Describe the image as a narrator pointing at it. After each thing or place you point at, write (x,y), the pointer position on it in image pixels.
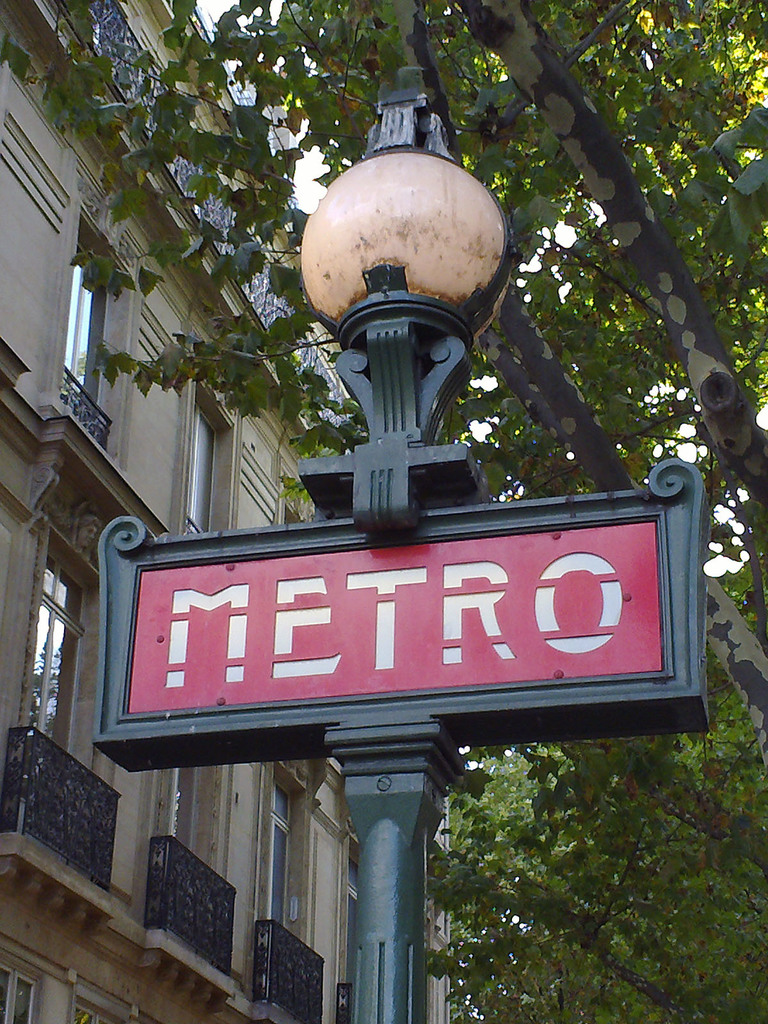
This picture is clicked outside. In the center (429,395) there is a pole (404,437) to which a red color board (421,683) and a light (442,265) is attached and we can see the text (180,632) on the board (456,562). In the background (296,10) there is a tree (446,24) and a building (134,447) and we can see the deck guards (30,816) and the windows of the building (123,427).
